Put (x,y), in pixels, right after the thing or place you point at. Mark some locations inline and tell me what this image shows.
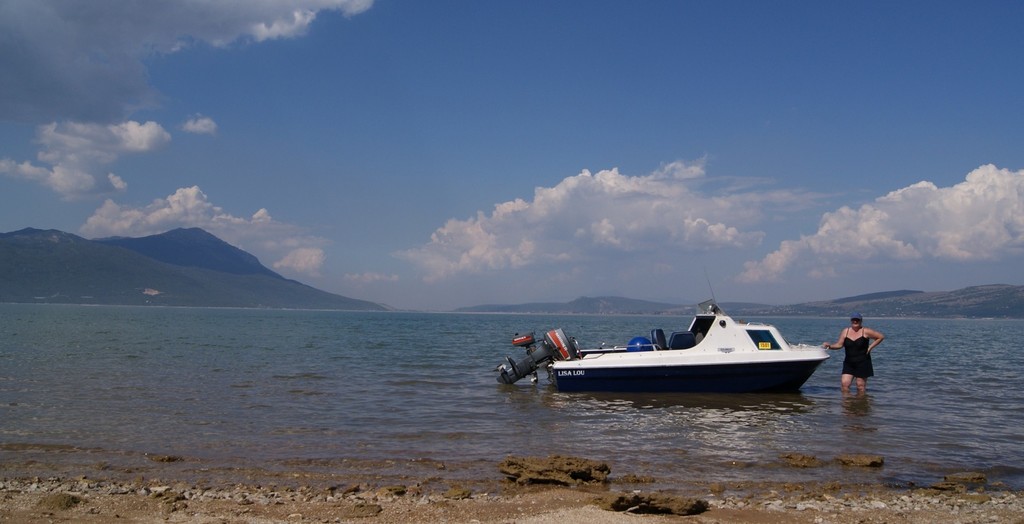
There is a white color boat (751,348) on the water (749,406) and there is a woman (850,354) standing beside it and there are mountains (568,304) in the background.
